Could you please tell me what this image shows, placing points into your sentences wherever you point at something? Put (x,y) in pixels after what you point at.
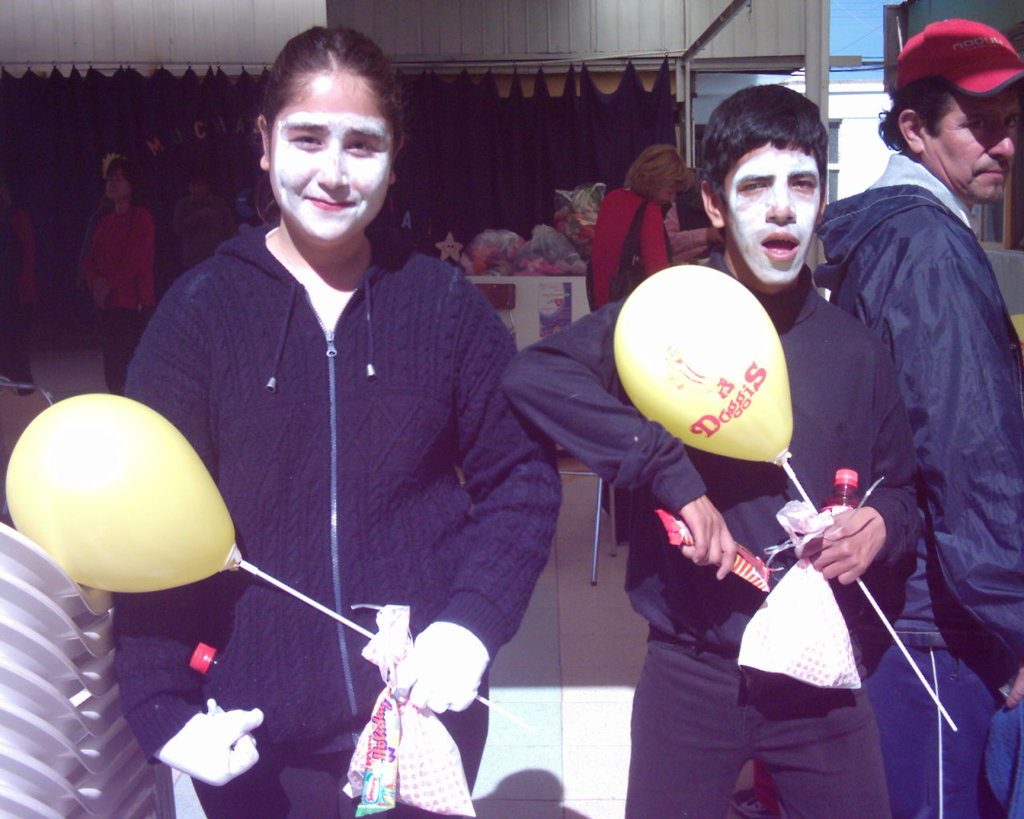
In this picture we can see a girl (398,128) and a boy (539,416) with white paint (352,186) on their faces (760,252). They are holding a yellow balloon (130,538) in their hands (256,735).
